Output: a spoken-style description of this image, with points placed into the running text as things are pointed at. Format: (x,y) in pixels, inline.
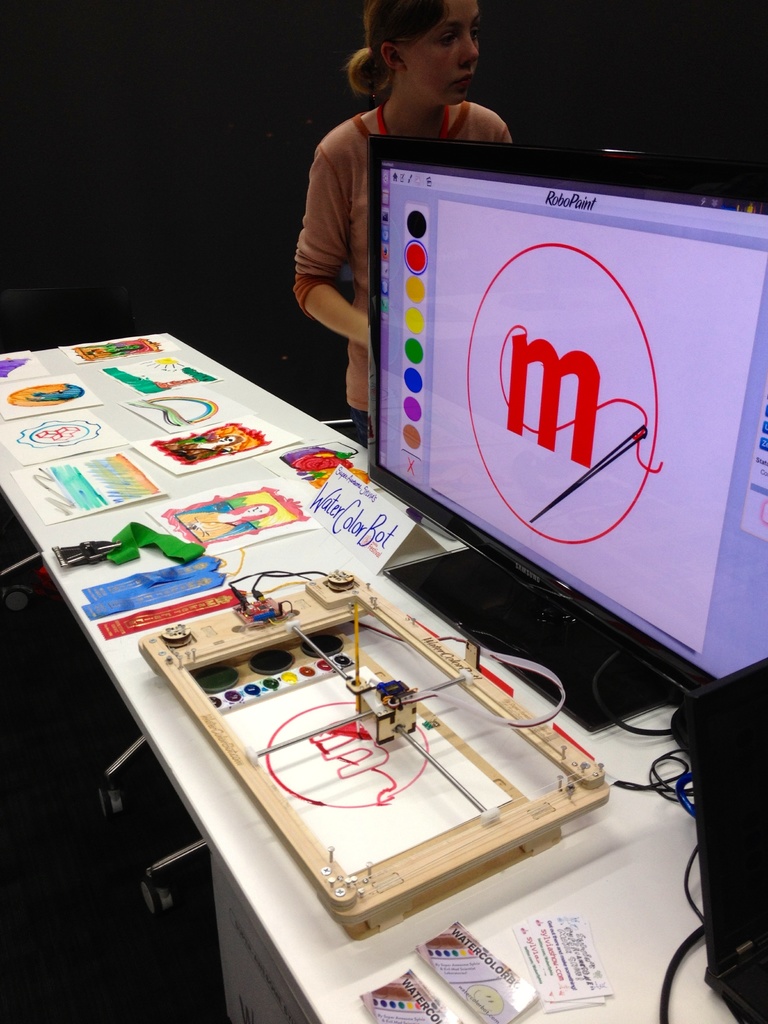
In this picture we can see the table (248,554) with a monitor (504,567), cards (583,967), cables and some objects (323,481) on it. In the background (360,69) we can see a woman (415,121) and it is dark.
